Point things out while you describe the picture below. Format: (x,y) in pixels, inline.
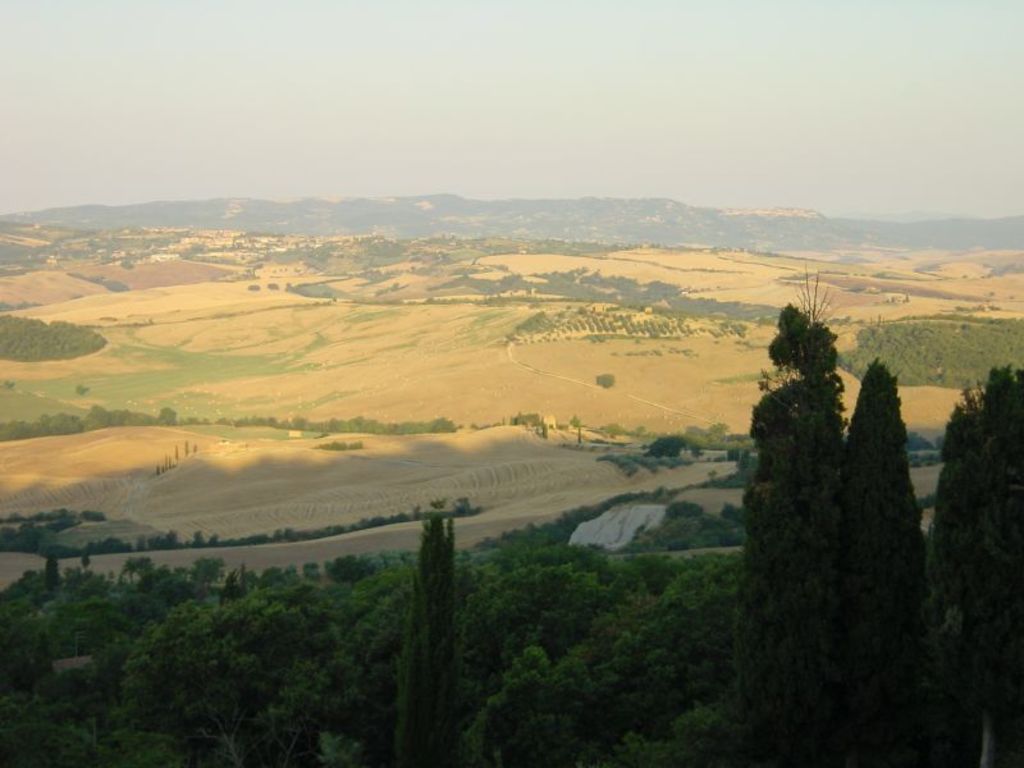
This picture is clicked outside. In the foreground (675,658) we can see the trees (636,552) and plants (367,555). In the center (496,414) we can see the green grass (189,392) and the ground (317,458). In the background (515,65) we can see the sky (256,104), hills (549,226) and many other objects (332,244).
